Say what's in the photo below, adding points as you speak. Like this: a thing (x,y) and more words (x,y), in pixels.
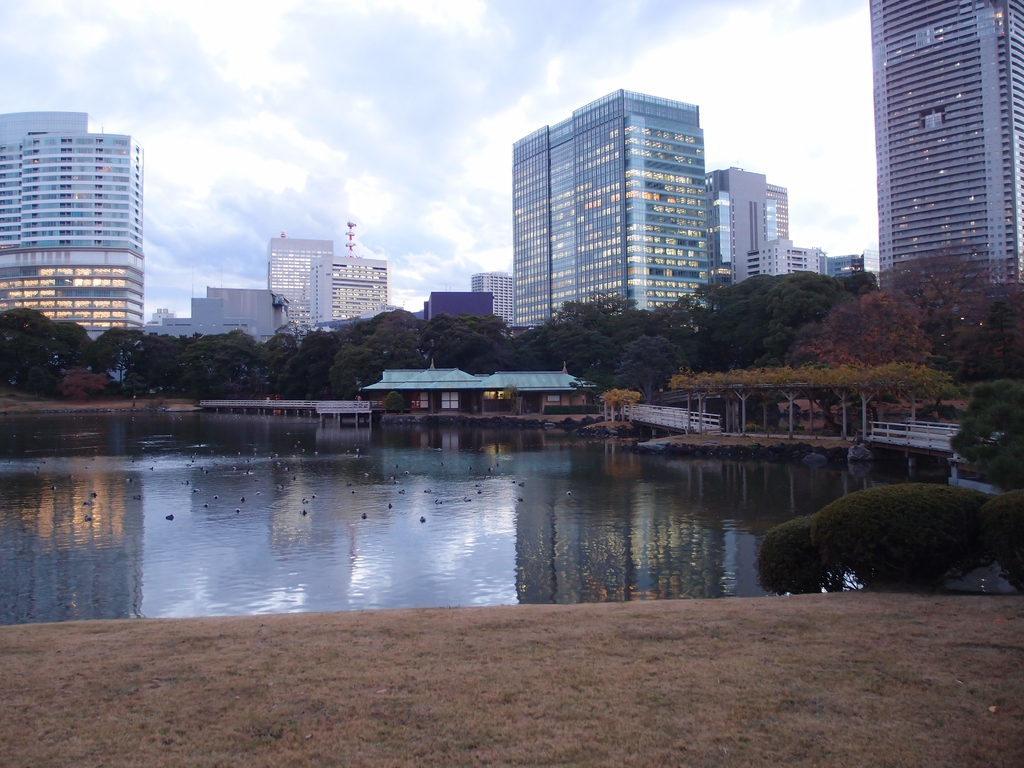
This picture shows buildings (522,252) trees (764,276) and we see water (537,448) and a blue cloudy Sky (372,130).
